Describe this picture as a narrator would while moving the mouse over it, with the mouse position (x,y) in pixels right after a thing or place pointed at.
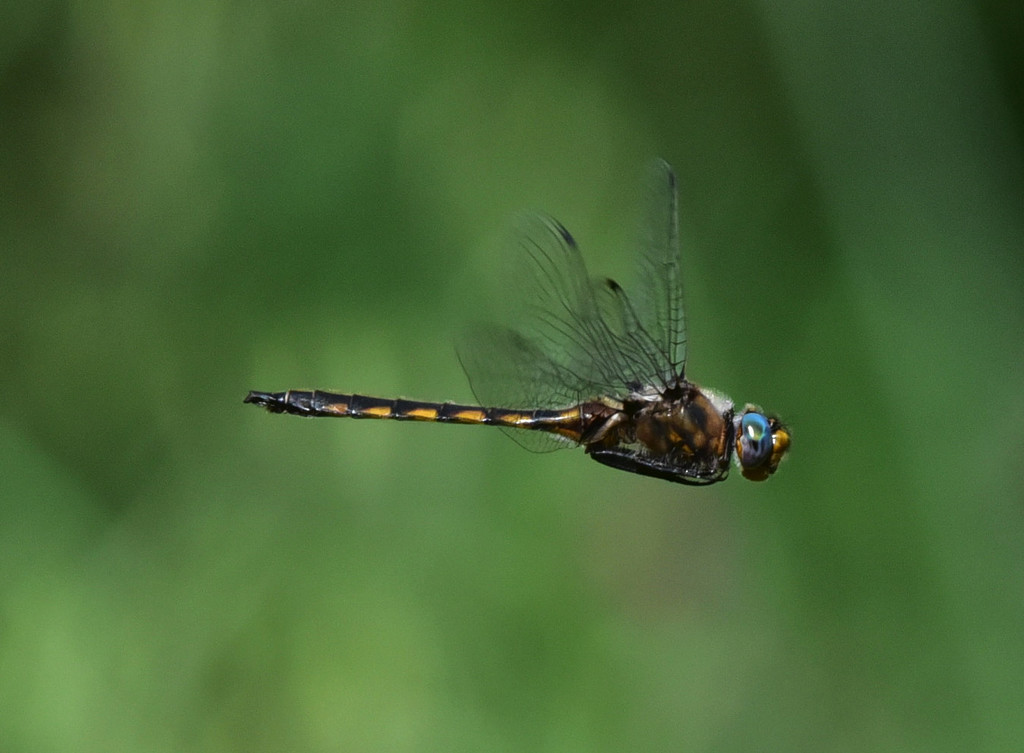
In this image in the foreground (549,433) there is a dragonfly (686,444), and there is blurry background (195,111).
